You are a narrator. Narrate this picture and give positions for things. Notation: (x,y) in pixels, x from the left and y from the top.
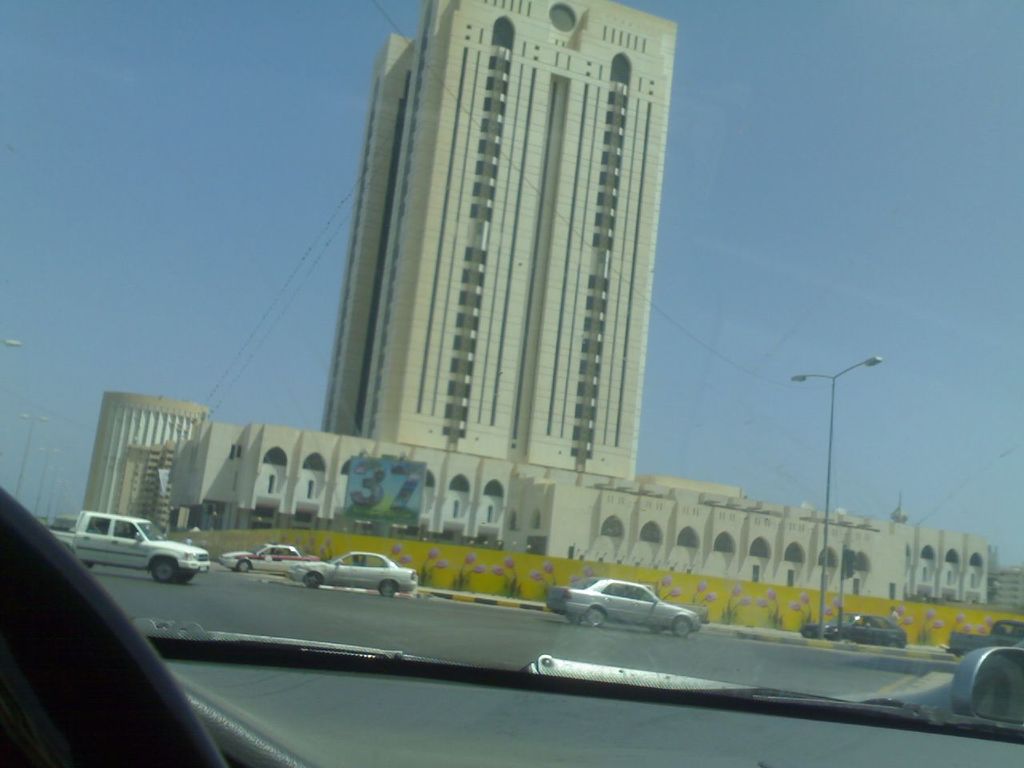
I think this is the inside view of the vehicle (747,739). This looks like a dashboard (490,766). These are the cars (356,580) on the road (701,628). I can see a building (608,425). This looks like a hoarding (409,486). I can see a street light (835,403). I can see the wall painting (705,594).
